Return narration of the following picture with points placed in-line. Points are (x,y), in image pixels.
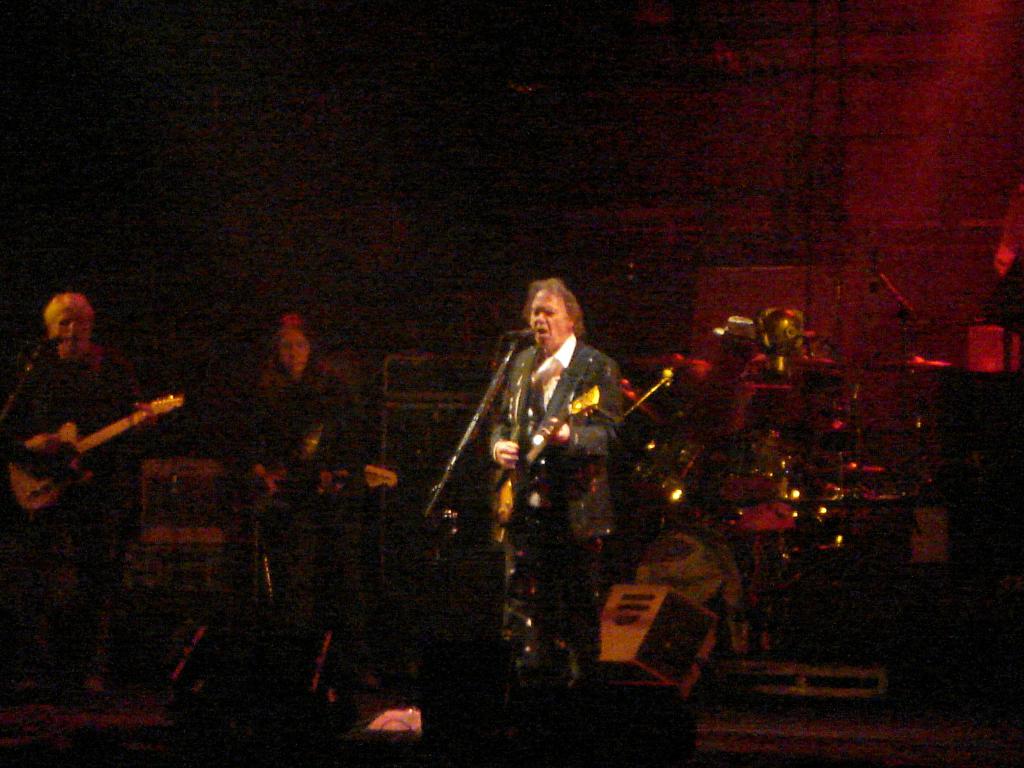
In the image we can see there are people (597,460) who are standing and they are holding a guitar (541,454) in their hand (562,434) and at the back (408,499) there are drums (741,502) and speaker (664,651).
